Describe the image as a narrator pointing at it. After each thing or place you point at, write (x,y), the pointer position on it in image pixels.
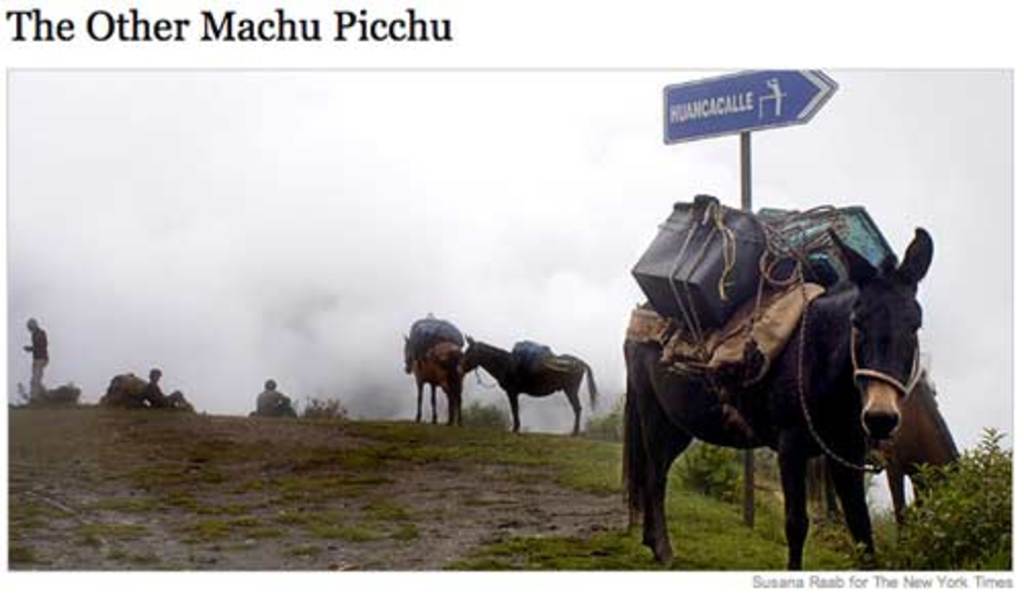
In the center of the image (424,375) there are animals (784,380). On the left (275,405) we can see people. On the right (958,515) there is a plant (980,532) and we can see a board (710,82).
